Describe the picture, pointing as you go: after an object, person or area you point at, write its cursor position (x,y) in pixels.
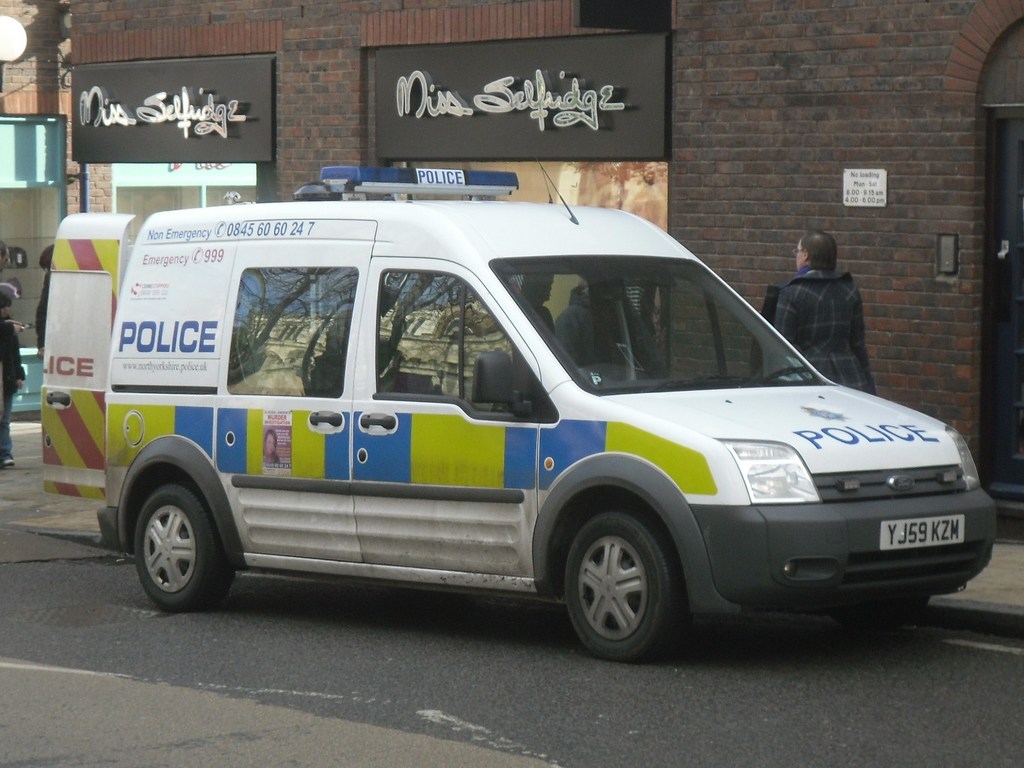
In this image, we can see a vehicle (543,381) in front of the wall (689,237). There are boards (570,112) at the top of the image (264,67). There is a person (825,302) on the left (13,369) and on the right side of the image (853,328).
